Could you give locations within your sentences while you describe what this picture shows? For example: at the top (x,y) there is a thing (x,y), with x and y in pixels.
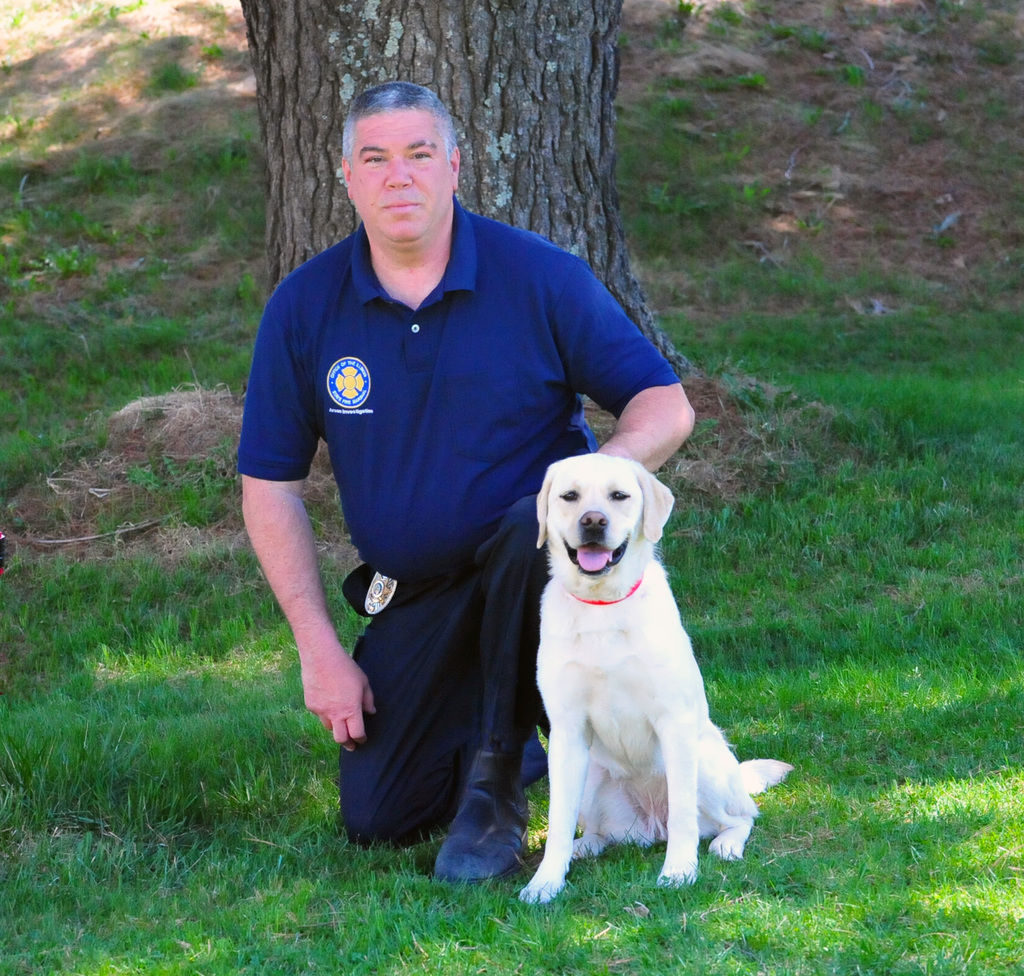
In this picture we can see a man (410,394) in the blue t shirt (410,356) is in squat position. On the right side of the man (437,481) there is a dog (584,703) sitting on the grass (627,861). Behind the man (454,400) there is a tree trunk (445,75).
